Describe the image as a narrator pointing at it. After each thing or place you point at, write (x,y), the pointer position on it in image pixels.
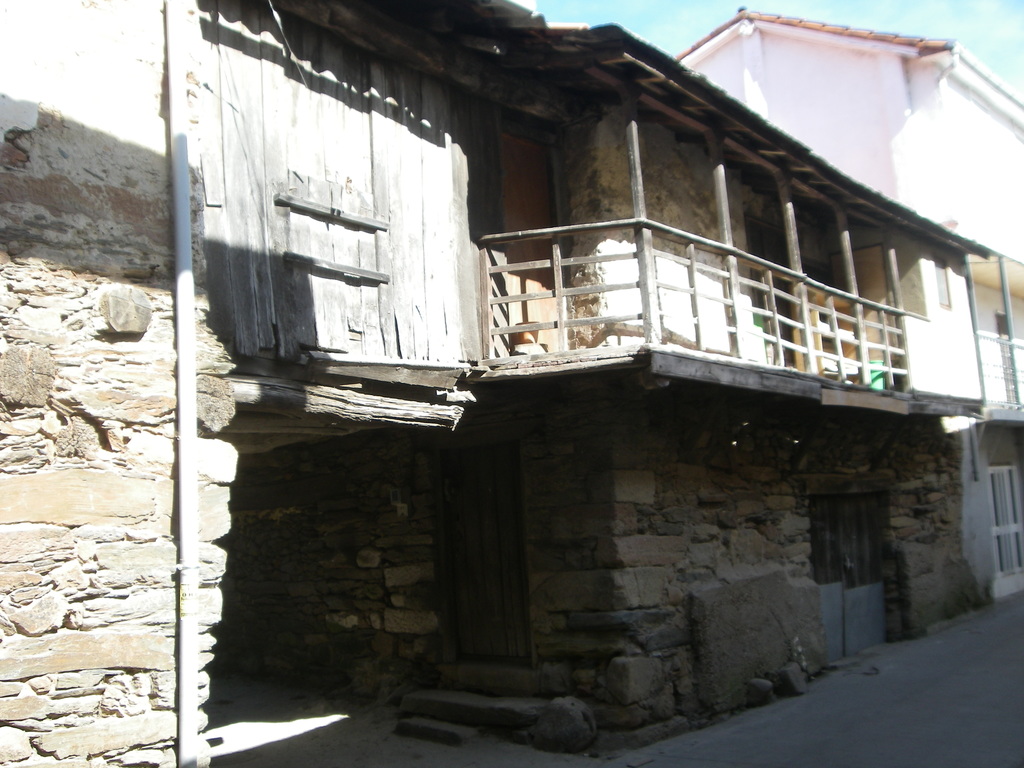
In this image there is the sky (964,43), there is a building (978,340) truncated towards the right of the image (1017,541), there is the door (517,651), there are stairs (505,712), there is a wall (80,336) truncated towards the left of the image (97,372), there is a pipe (186,438), there is a road (886,702).
